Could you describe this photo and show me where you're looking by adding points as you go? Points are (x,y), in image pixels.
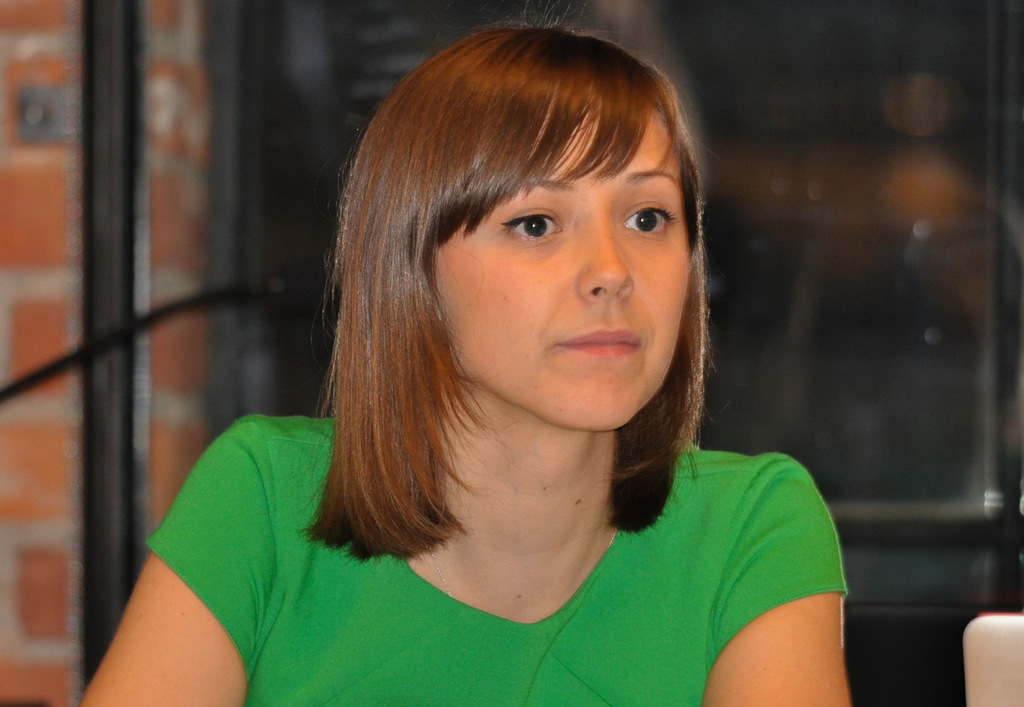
This image is taken indoors. In the background (161,128) there is a wall (200,112). In the middle of the image (493,355) there is a girl (573,555) and she is with a short hair (435,468).
